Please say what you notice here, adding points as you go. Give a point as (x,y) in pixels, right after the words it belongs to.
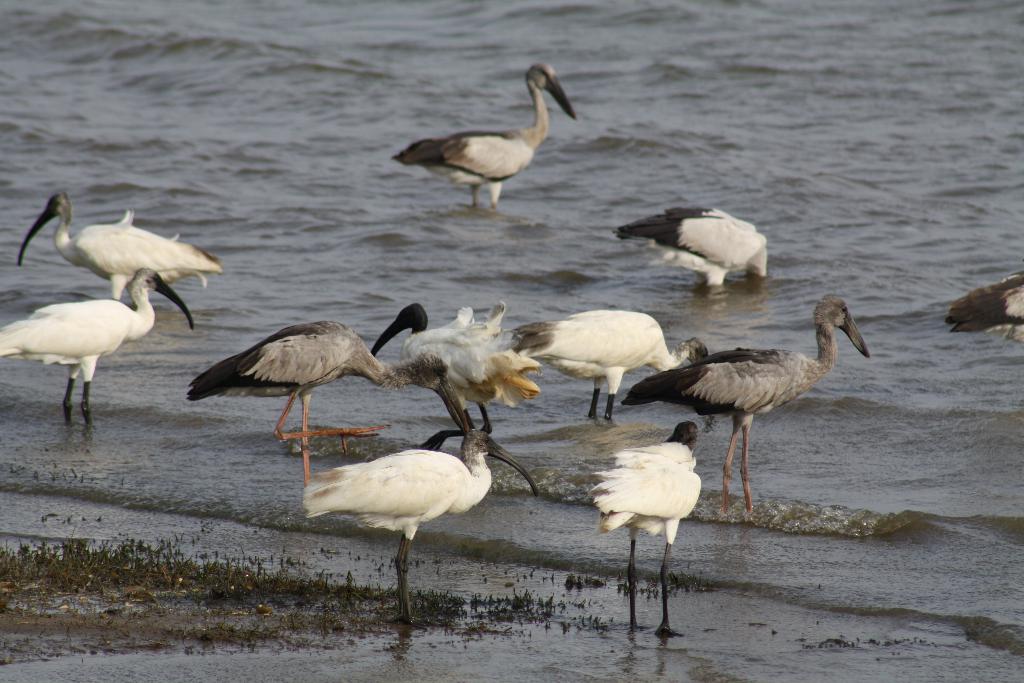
There is water (401,223). In that there are different cranes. On the left side (142,590) there is something on the sea shore (347,606).
